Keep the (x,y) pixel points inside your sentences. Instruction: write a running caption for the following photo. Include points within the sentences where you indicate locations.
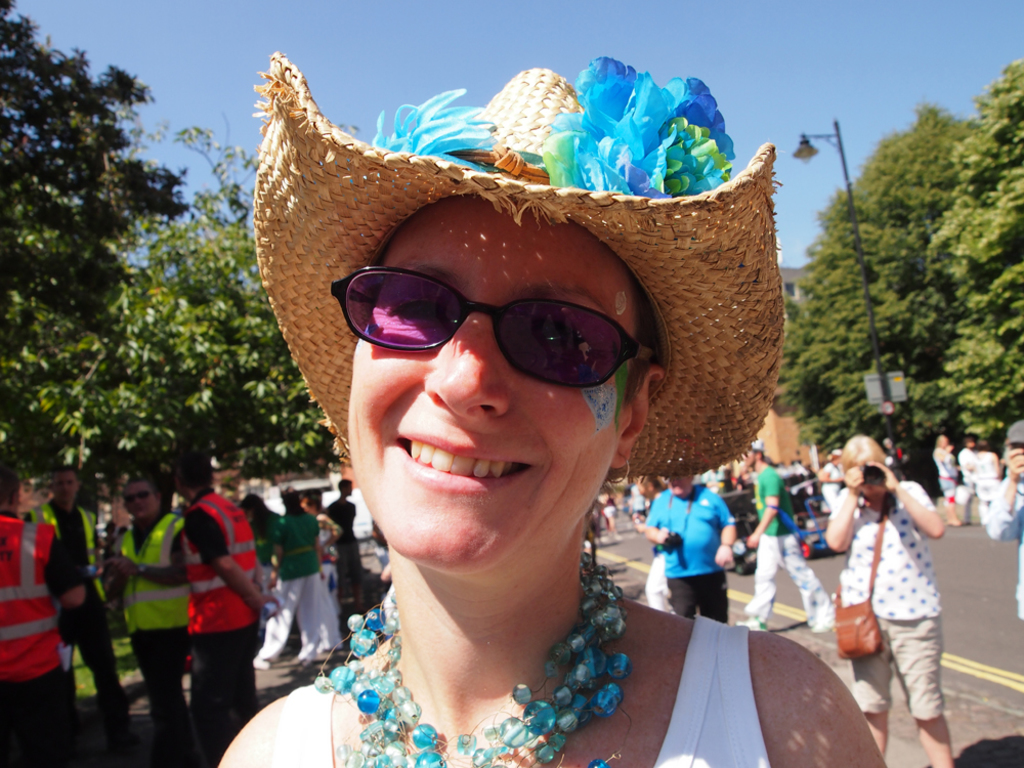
In this image we can see a group of people (866,514) standing on the ground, some people (172,561) are wearing coats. One woman (485,619) is wearing goggles (549,336), hat (598,202) with some flowers (630,143). One woman (897,601) is holding a camera (880,472) in her hand (892,489) and carrying bag (871,636). In the background (753,555), we can see some vehicles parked on the ground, light poles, building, group of trees (988,345) and the sky (578,68).
